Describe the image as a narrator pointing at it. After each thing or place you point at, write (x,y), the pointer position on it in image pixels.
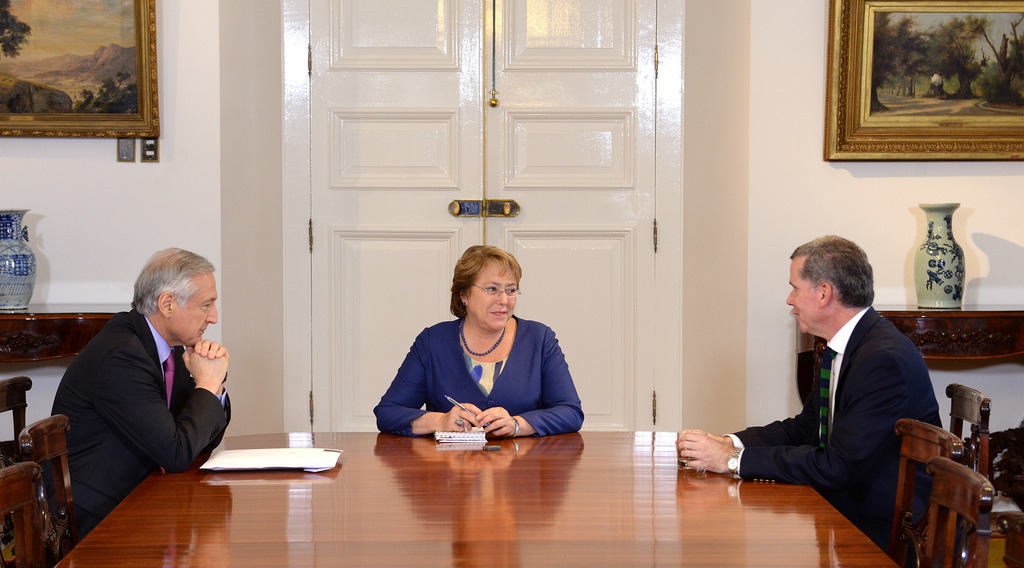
There are three people (153,403) sitting on chairs (936,463) and this woman (489,404) holding a pen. We can see book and object (310,466) on the table (418,503). In the background (84,98) we can see vases (17,301) on tables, frames (84,98) on the wall (922,193) and door (405,78).
